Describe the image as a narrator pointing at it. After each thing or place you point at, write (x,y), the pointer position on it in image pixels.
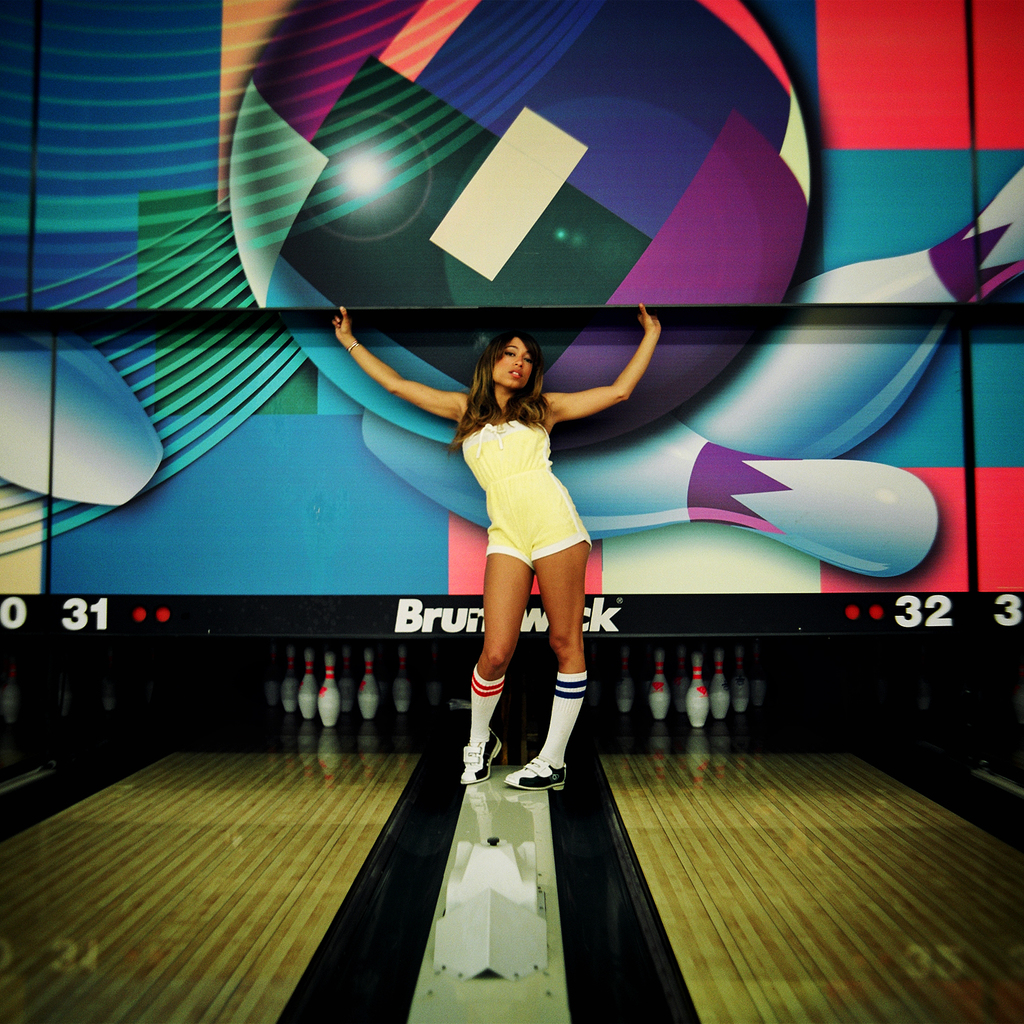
There is a woman (373,372) standing in front of the bowling pins (366,688), she is posing for the photo.
